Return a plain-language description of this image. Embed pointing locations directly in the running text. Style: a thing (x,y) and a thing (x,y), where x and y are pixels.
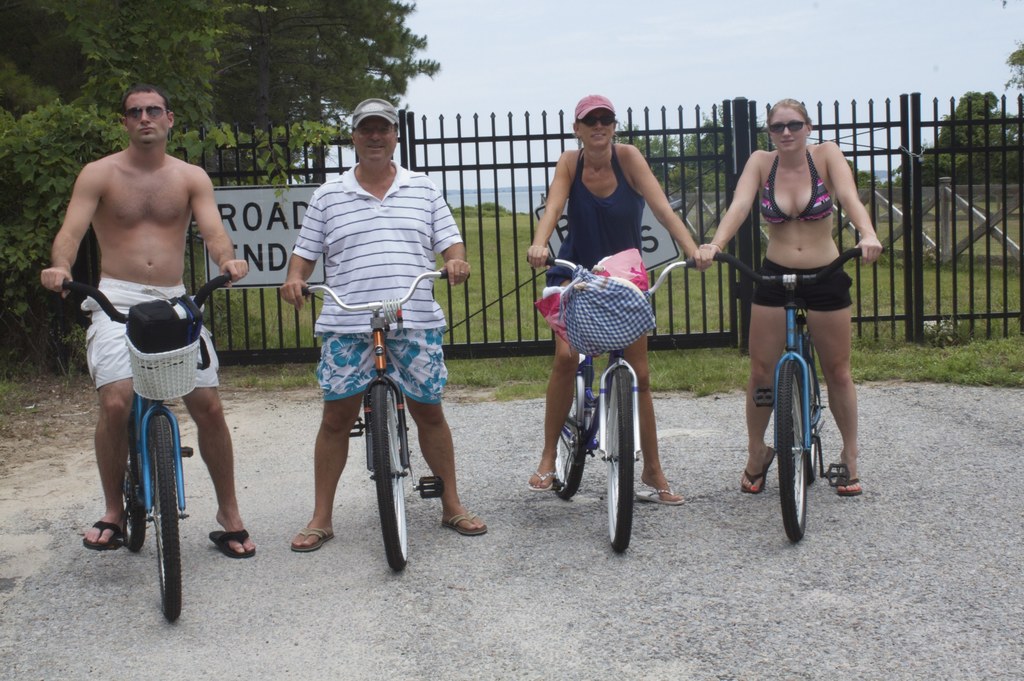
This image is clicked on the roads (899,392). There are four persons (394,206) in this image. Two men (394,206) and two women (763,178). To the left (127,385), the man (124,307) is wearing white short (106,355) and riding a bicycle (166,439). In the background (221,64), there are trees (948,117) and green grass (511,225) and fencing (537,276). At the bottom (490,632), there is road (330,652).
